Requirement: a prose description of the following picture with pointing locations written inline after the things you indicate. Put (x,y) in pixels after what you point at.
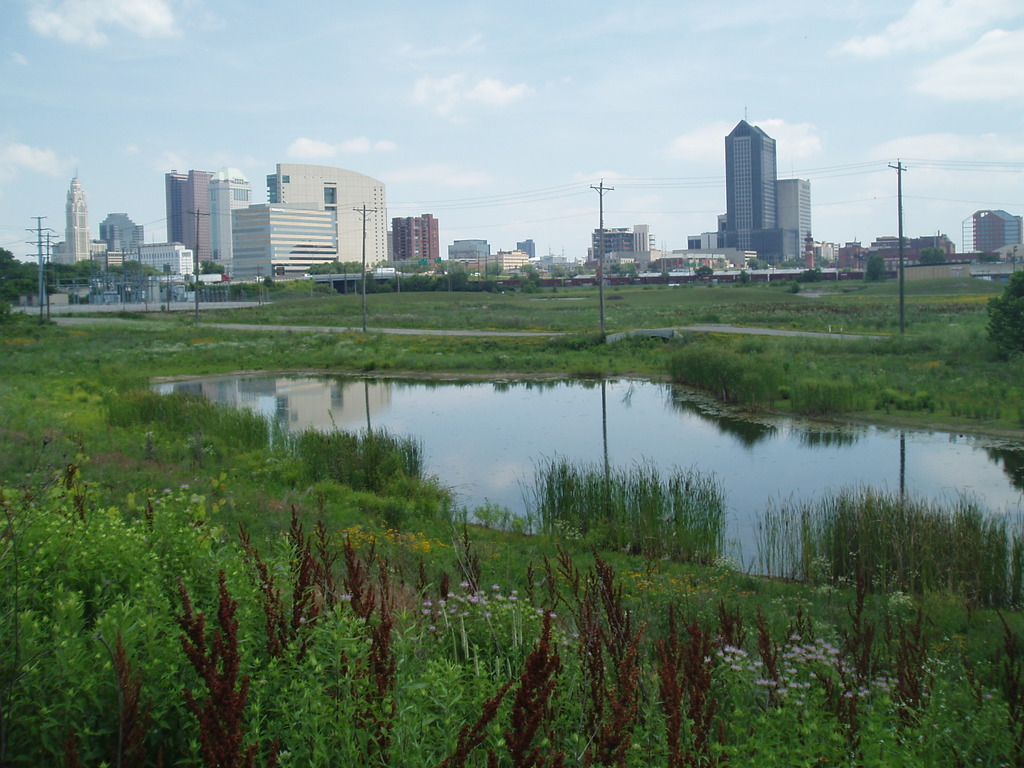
This is an outside view. At the bottom (323,646) there are many plants (357,669) along with the flowers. In the middle of the image (463,425) there is a pond (556,453). In the background (402,279) there are many trees (610,272), buildings (826,244) and poles (601,192). At the top of the image (512,64) I can see the sky (680,64) and clouds (938,57).
